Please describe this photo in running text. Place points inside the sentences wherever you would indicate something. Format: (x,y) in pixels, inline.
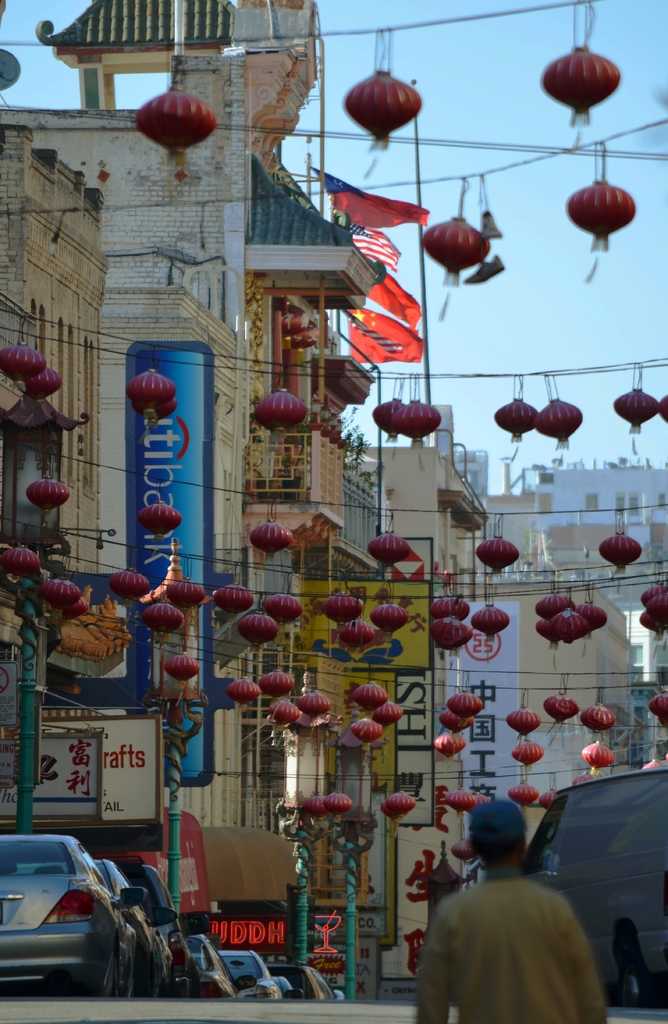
In this image I can see number of red colour things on the ropes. On the left side of this image (103,865) I can see few cars (315,987) and on the right side (643,802) I can see one more vehicle (554,870). In the front (580,952) I can see a person (470,992) and in the background (549,760) I can see number of buildings (549,760), number of poles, four flags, the sky (405,281) and on these boards (111,766) I can see something is written.
